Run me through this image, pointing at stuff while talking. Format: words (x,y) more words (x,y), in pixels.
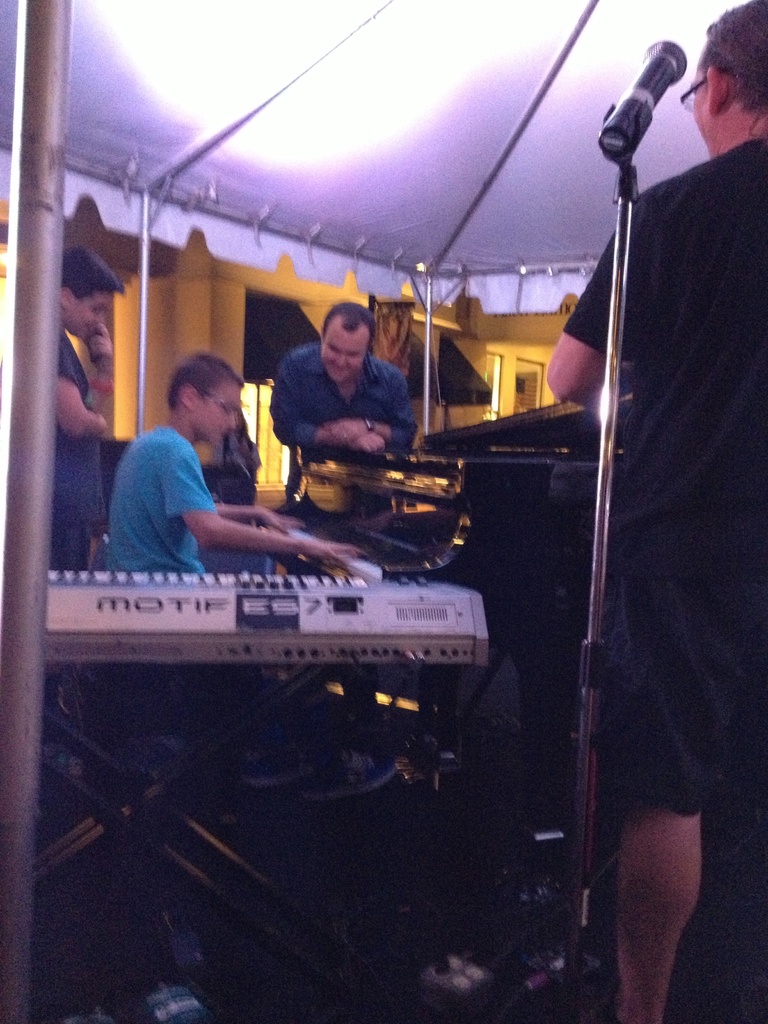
In this image there is a tent (357,155) under which there is a boy (190,464) who is playing the piano (396,521). Beside him there is a keyboard (264,602). On the right side (710,335) there is a man (710,335) standing on the floor (689,1006). Beside him there is a mic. In the middle (365,365) there is a man (347,380) standing on the floor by keeping his hands (368,432) on the piano (438,437).
